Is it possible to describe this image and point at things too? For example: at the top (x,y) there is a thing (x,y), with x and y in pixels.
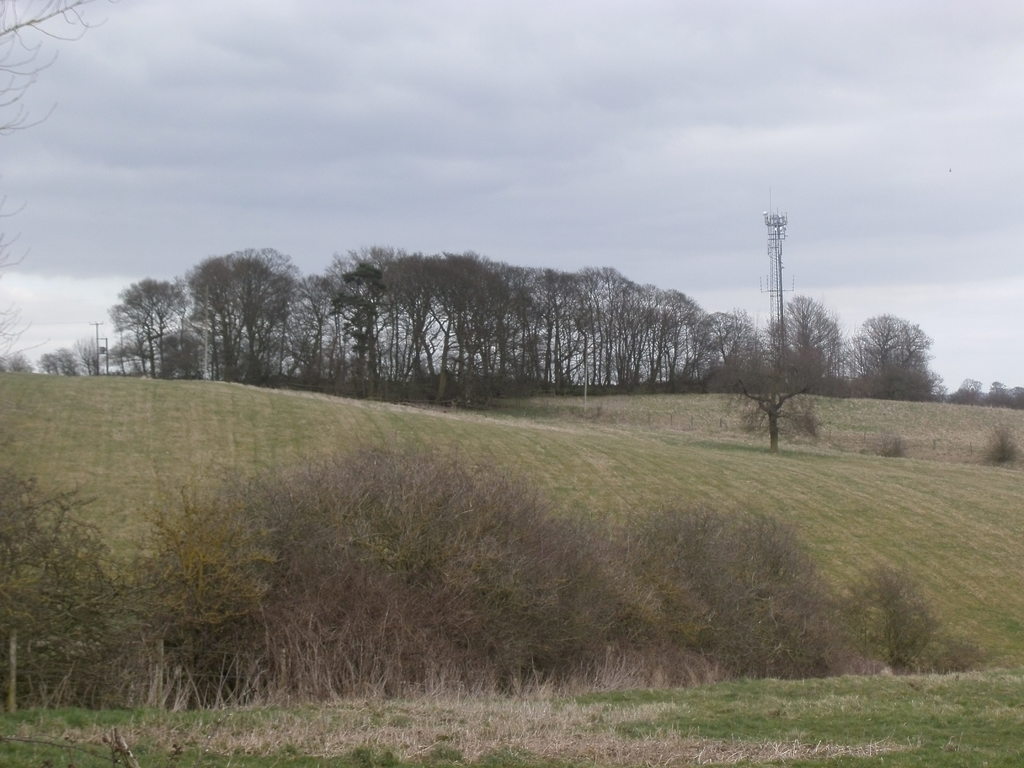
In this picture we can see there is a grass (79,450) in the mountain (669,501) behind that there are some trees (144,357) and electrical poles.
